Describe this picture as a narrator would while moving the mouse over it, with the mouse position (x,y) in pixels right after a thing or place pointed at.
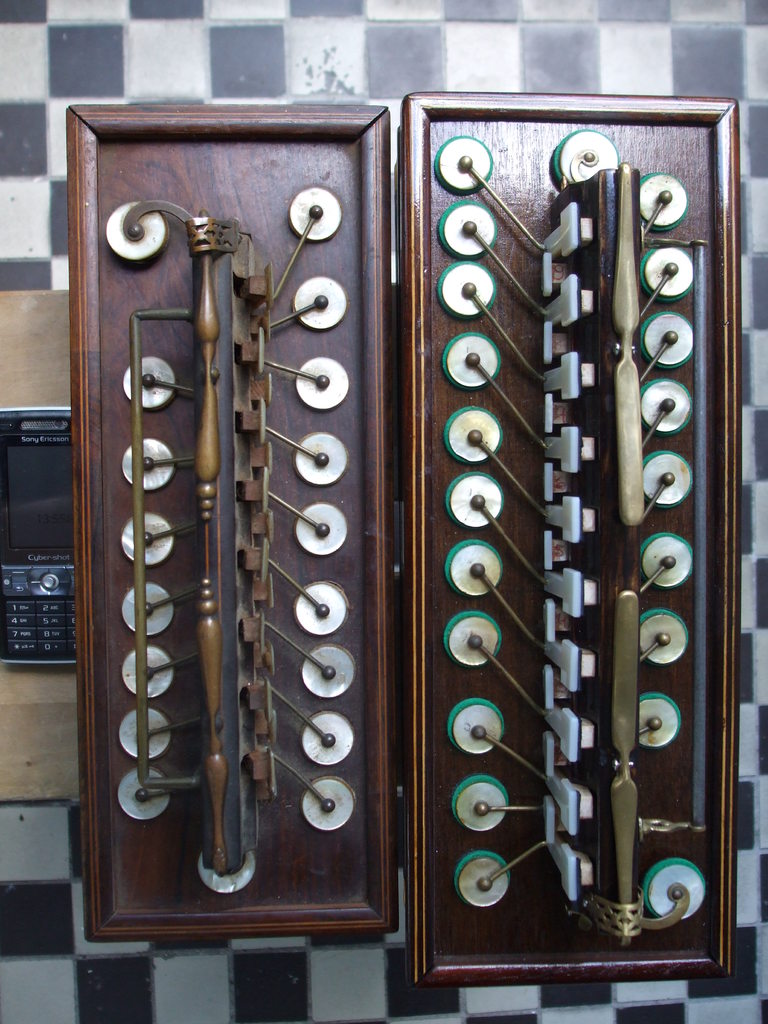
In this image I can see there is a mobile (48,568) on the left side (34,486) and it is placed on the wooden surface (9,735) and it looks like there is a musical instrument (429,643) at the right side (537,344).
